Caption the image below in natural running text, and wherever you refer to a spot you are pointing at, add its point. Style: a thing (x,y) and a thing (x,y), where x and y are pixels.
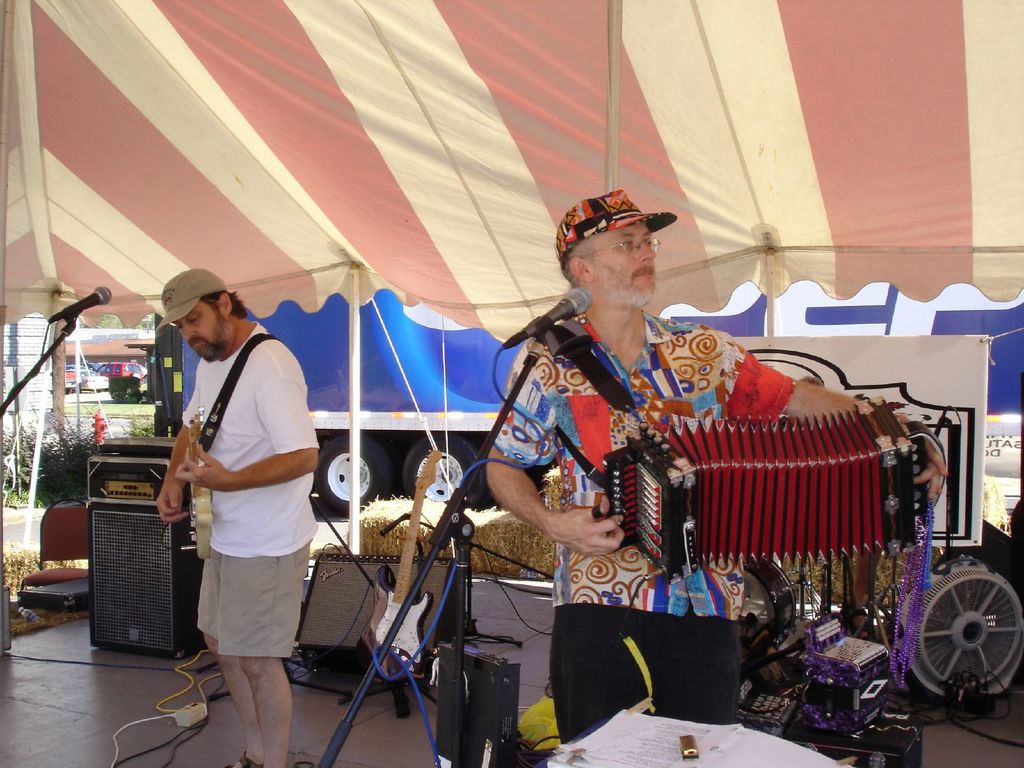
In this image there are two persons (611,689) where the right side person (685,687) is playing accordion (712,481) and left side person (239,531) is playing guitar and there are two mikes (583,297) in front of them. Two persons (560,376) were under the tent (416,255). At the background (394,355) there are vehicles (404,367). Under the tent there is a guitar (383,622) and some other musical instruments (811,635).
